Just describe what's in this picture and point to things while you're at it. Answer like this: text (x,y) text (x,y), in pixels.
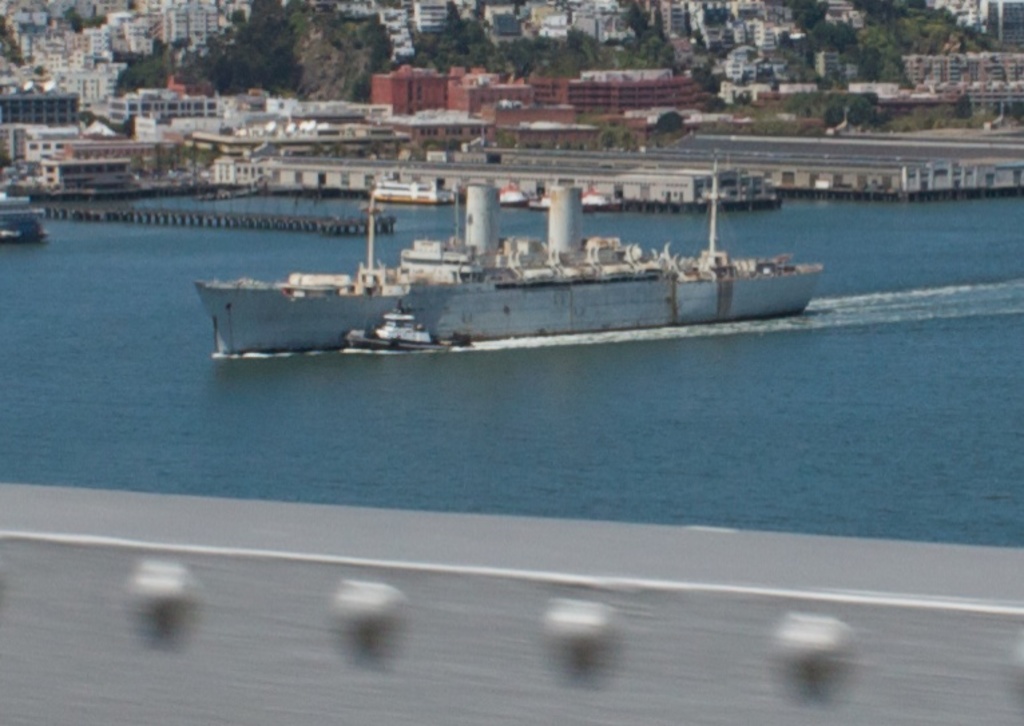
In this image we can see a few ships (377,312) on the water (482,342), there are some buildings (262,95), trees (558,76), poles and windows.
